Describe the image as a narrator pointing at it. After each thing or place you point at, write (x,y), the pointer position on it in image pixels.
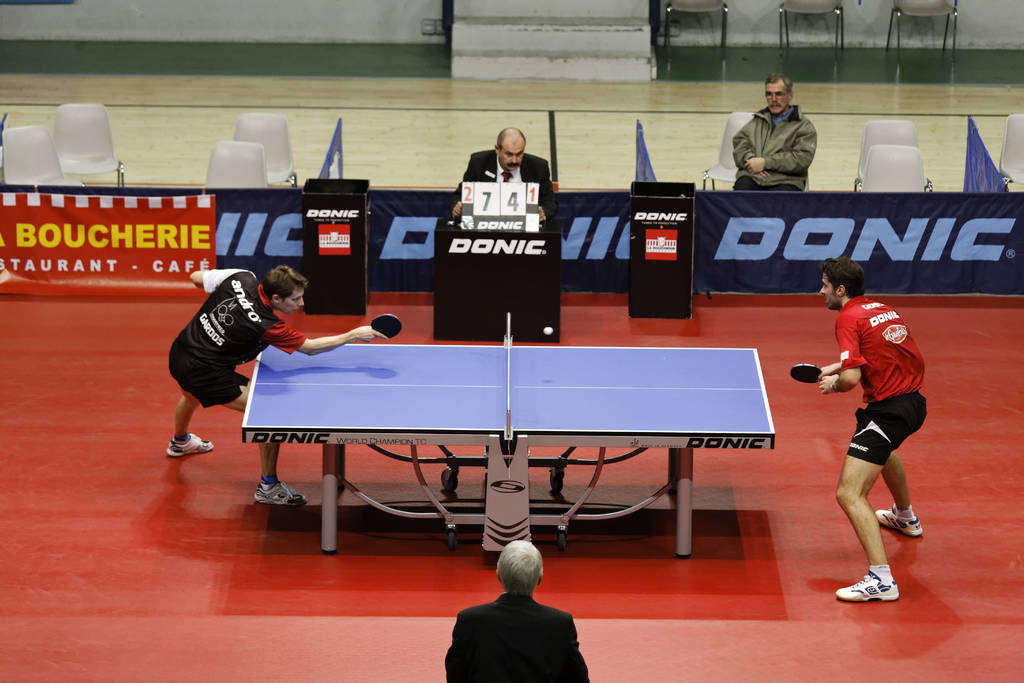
In the picture, there is a table (443,389) and two people (291,351) are playing the table tennis on it, behind the table (453,386) there is a black color table (495,261) a man (517,158) is sitting behind that and giving the scores, there is a red color carpet (125,527), in the background (58,121) there are some chairs (725,152) and a man (745,131) is watching the play.
